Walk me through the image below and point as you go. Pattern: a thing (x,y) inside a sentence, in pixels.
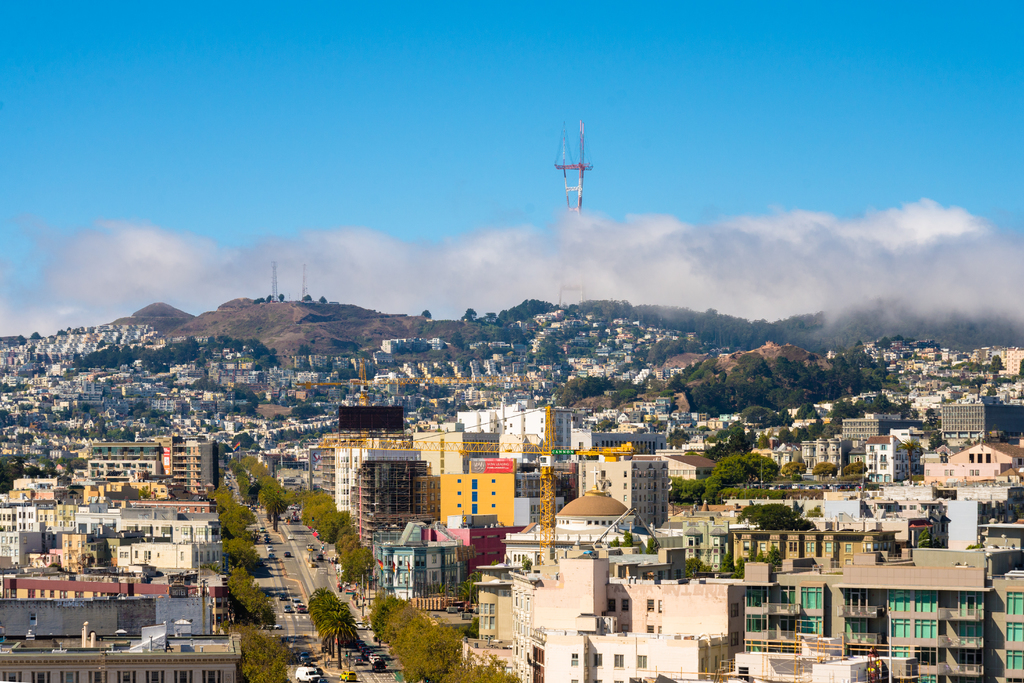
In this picture we can see there are buildings (519,589), trees (362,560), cranes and some vehicles (271,547) on the road (315,570). Behind the buildings (292,478) there is a tower (565,167), hills (465,349) and the cloudy sky (584,229).
